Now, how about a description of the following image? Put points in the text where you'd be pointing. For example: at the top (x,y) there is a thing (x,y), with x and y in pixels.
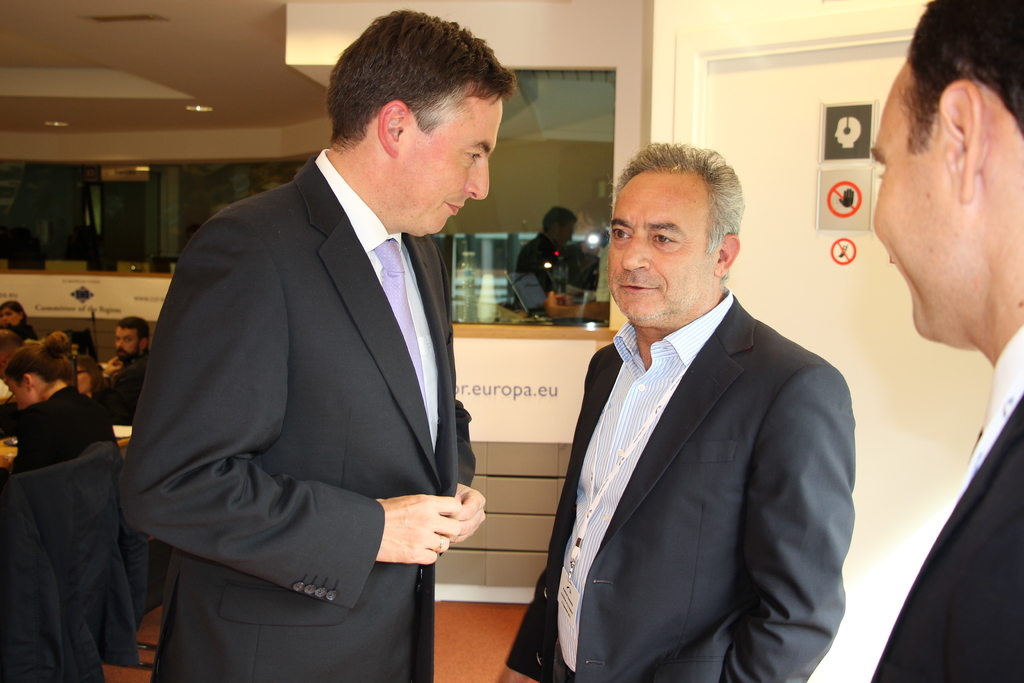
In this image we can see three persons (433,345) standing. One person (608,490) is wearing tag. Also we can see few people (70,402) sitting on chairs (101,443). In the back (816,151) we can see door (788,134) with signs (859,190). Also we can see wall (503,367) with text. And we can see glass walls (161,206). On the ceiling (114,127) there are lights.
